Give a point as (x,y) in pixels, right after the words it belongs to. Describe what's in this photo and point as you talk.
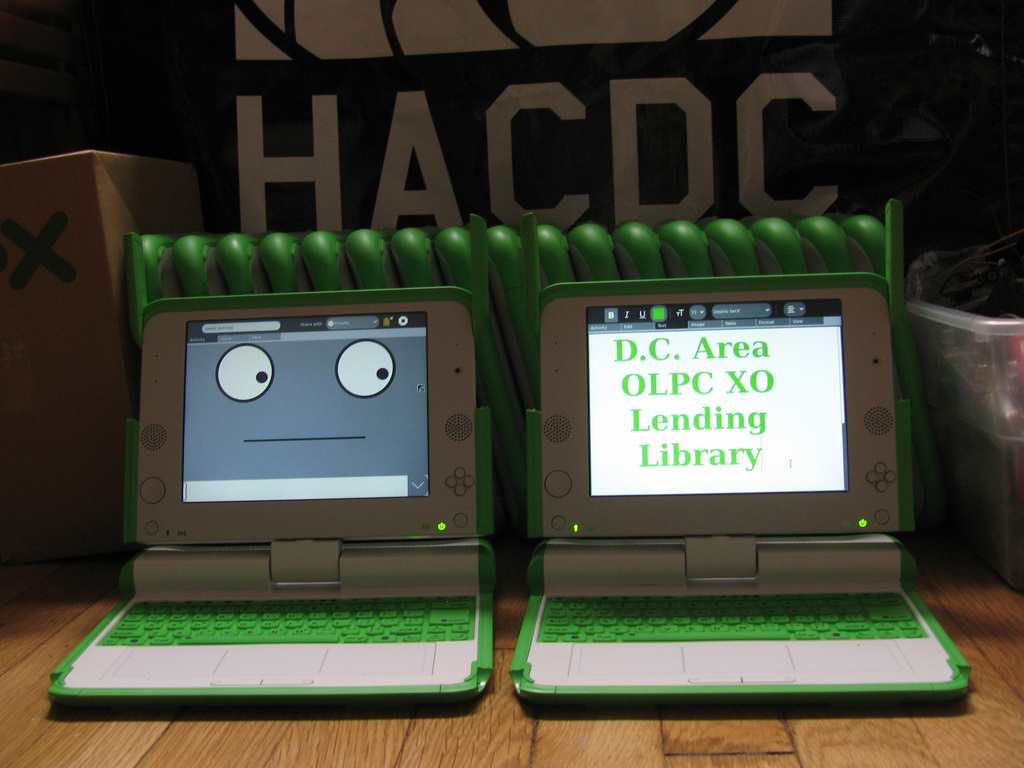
On this wooden surface (474,730) there are laptops (578,434) with screen (317,370). Here we can see a cardboard box (111,273) and a container (974,386).
